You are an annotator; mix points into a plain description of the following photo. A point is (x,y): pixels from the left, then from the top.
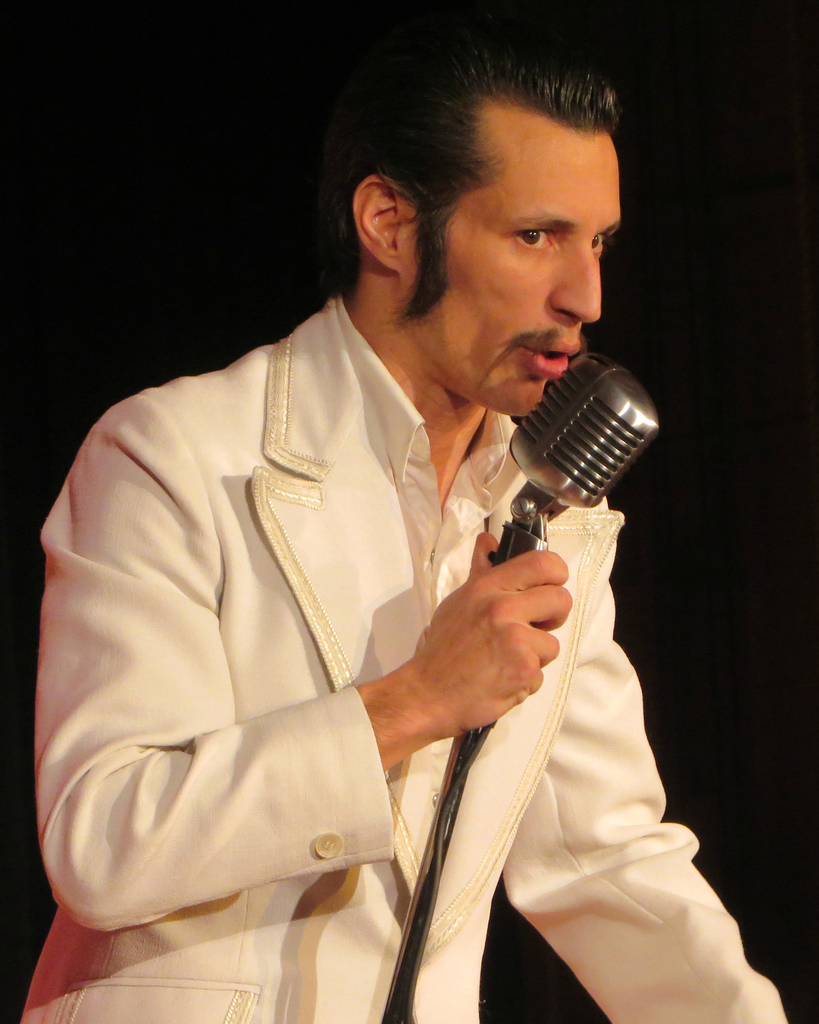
This picture describe about a man (86,461) wearing white coat (127,511) and singing in the microphone (582,448) in his hand (494,622). Mouth (547,365) is open which we can see he is singing.
